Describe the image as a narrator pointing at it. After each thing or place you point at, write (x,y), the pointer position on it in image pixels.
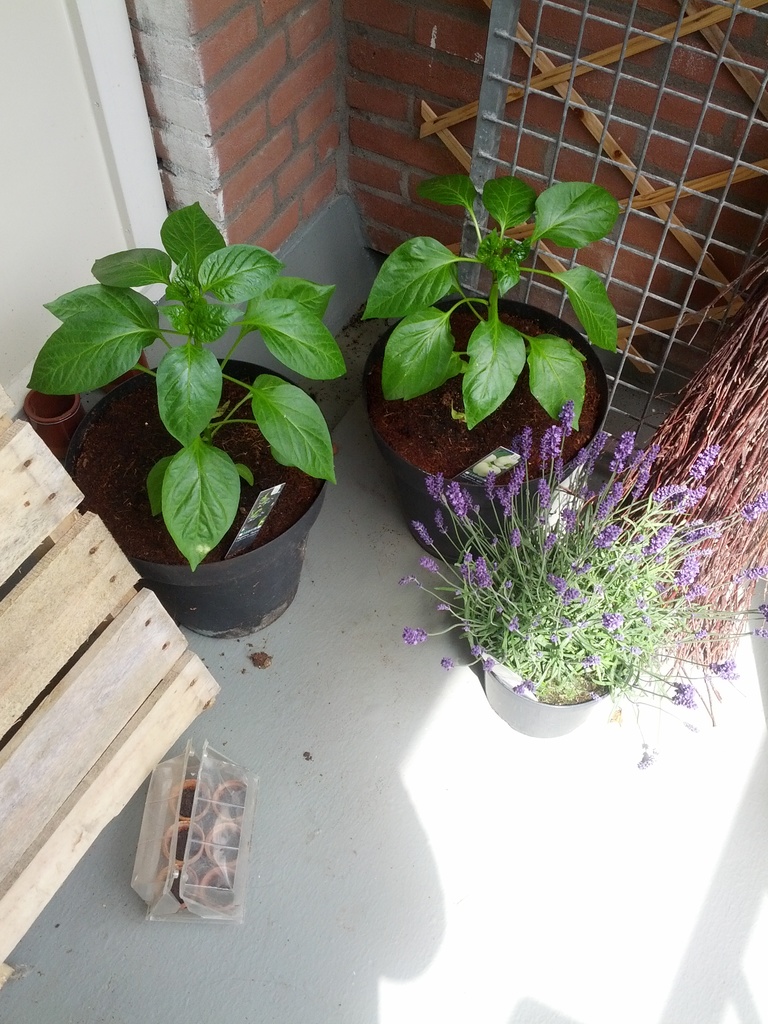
In this picture there are few plant pots (540,604) and there is a wooden object (85,677) in the left corner (34,746) and there is a brick wall (426,77) in the background (519,63).
